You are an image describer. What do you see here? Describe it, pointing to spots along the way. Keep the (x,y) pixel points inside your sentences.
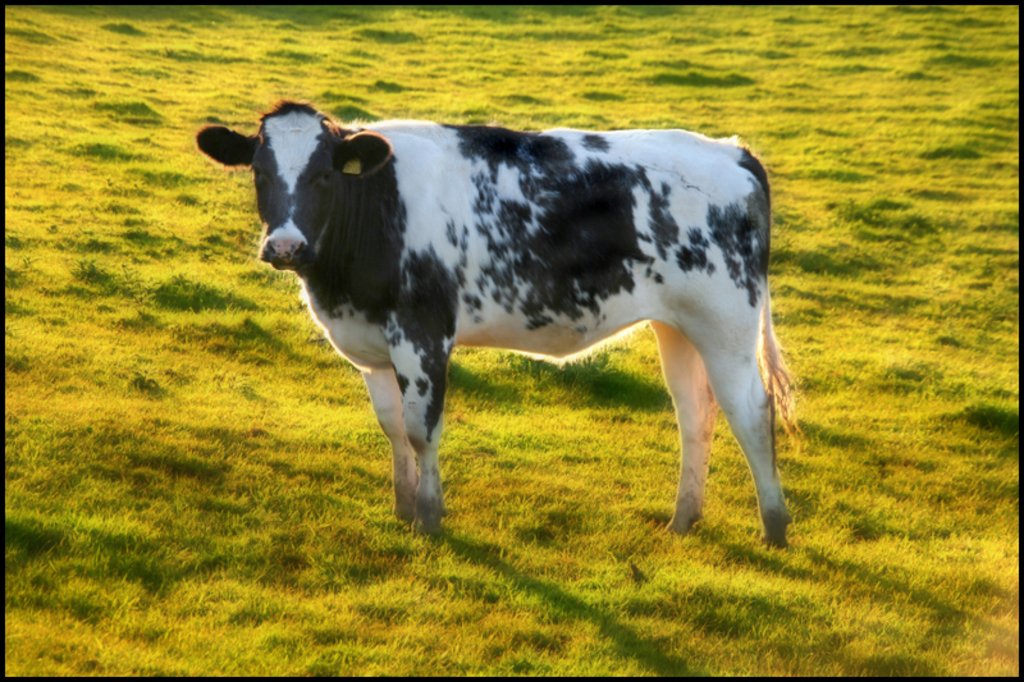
In this picture, there is a cow (599,191) on the grass (444,436). The cow (348,341) is in black and white in color.
